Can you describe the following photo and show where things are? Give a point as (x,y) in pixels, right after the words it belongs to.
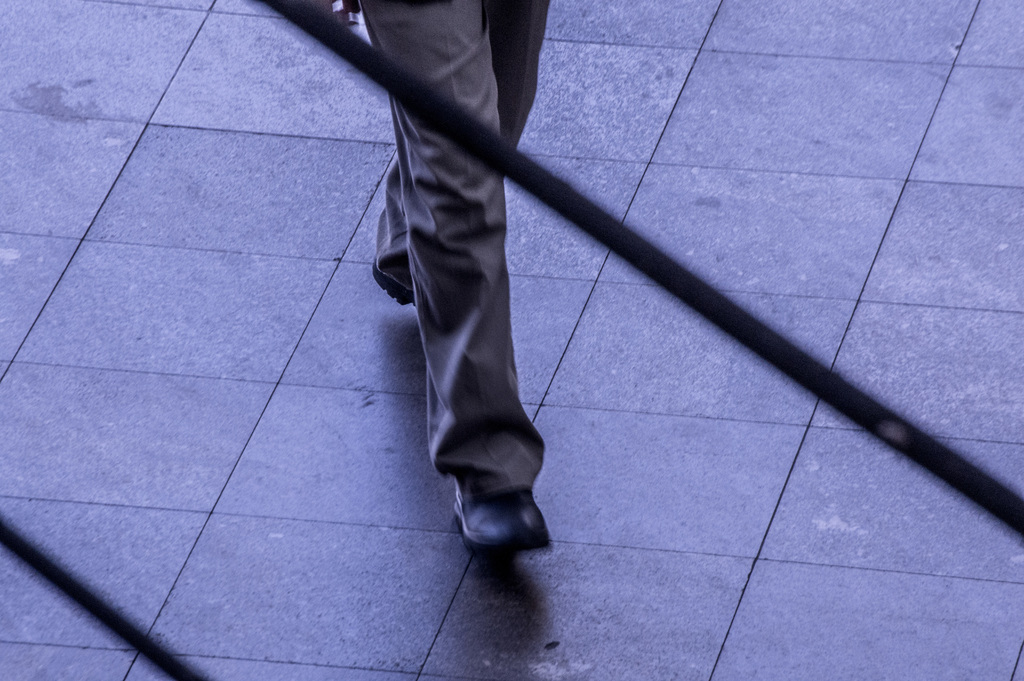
In this picture we can see the legs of a person (546,539). We can see the floor (226,503) and black objects (705,302).
